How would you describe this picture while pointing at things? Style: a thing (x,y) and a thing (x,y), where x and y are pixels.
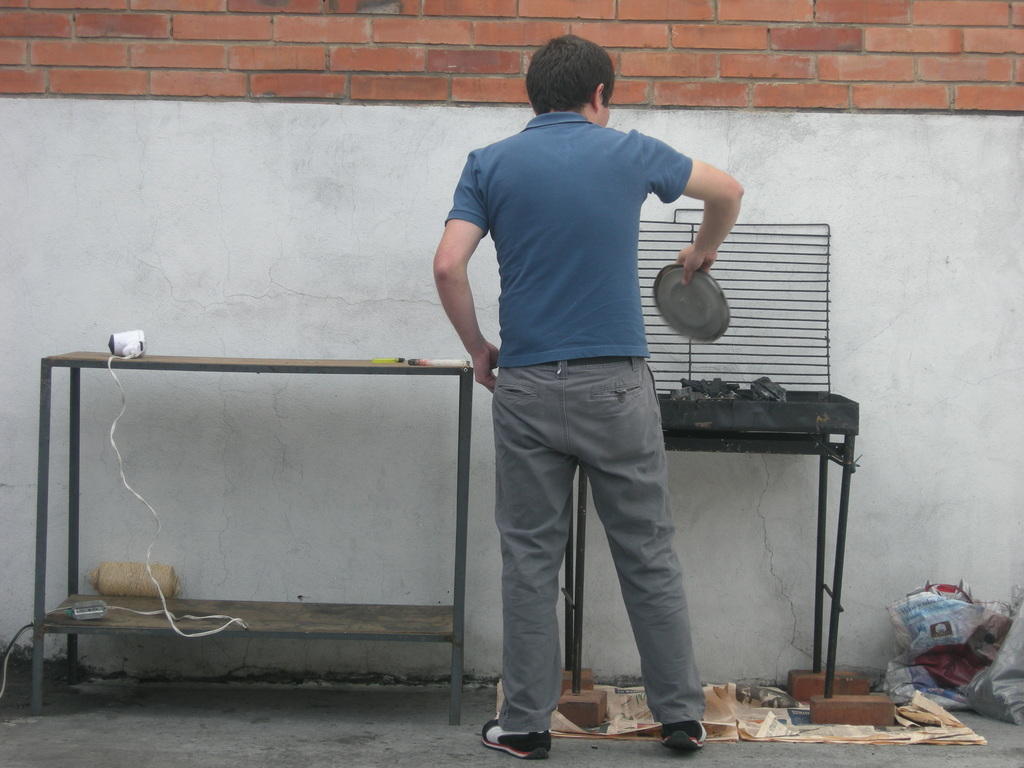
A person (684,721) is standing wearing a blue t shirt (598,326) and trousers (660,498). He is holding a plate (715,330) in his hand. There is a grill (683,338). There is a table (263,361) at the left (246,370). There is a wall (314,89) at the back (419,16).
